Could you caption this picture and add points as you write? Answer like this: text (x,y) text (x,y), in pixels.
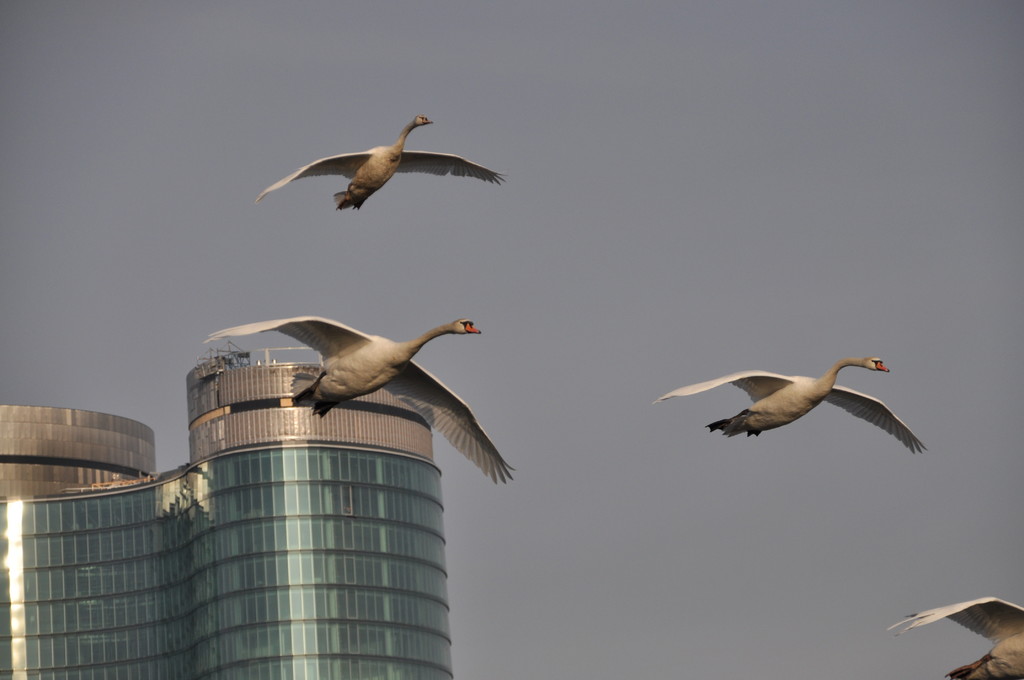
In this picture, there are birds (368,378) flying on the sky (427,325) towards the right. At the bottom left (194,549), there is a building (291,528). In the background (544,280), there is a sky (697,332).
